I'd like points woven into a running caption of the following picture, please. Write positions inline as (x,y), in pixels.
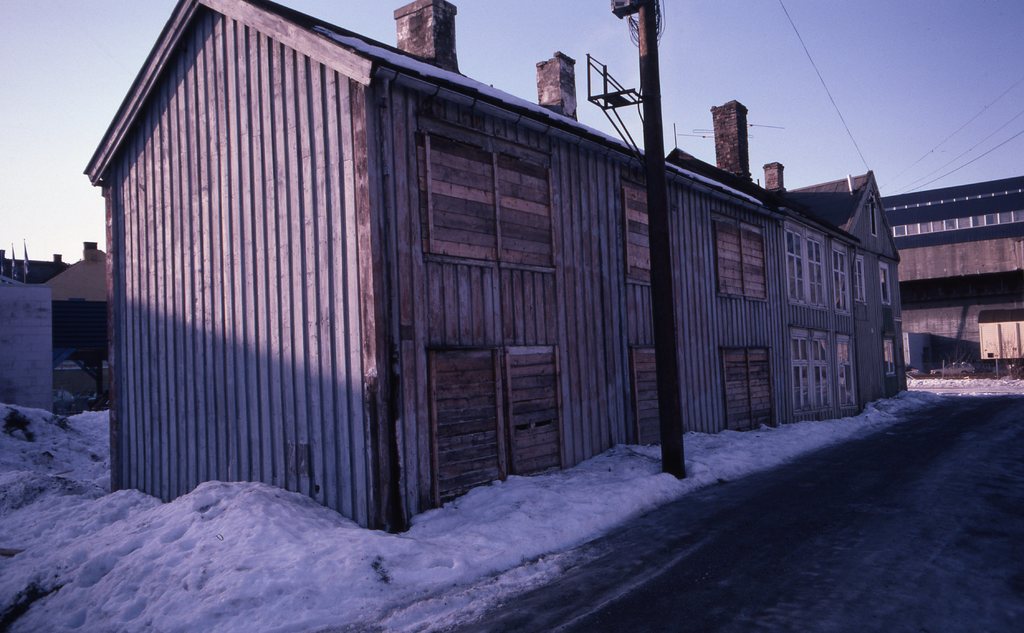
This is an outside view. On the right side (905,536) there is a road (839,503). In the middle of the image (491,230) there are few buildings (484,211) and there is a pole (675,379). On the left side (122,549), I can see the snow (63,576) on the ground (51,576). At the top of the image (776,56) I can see the sky (762,51).
